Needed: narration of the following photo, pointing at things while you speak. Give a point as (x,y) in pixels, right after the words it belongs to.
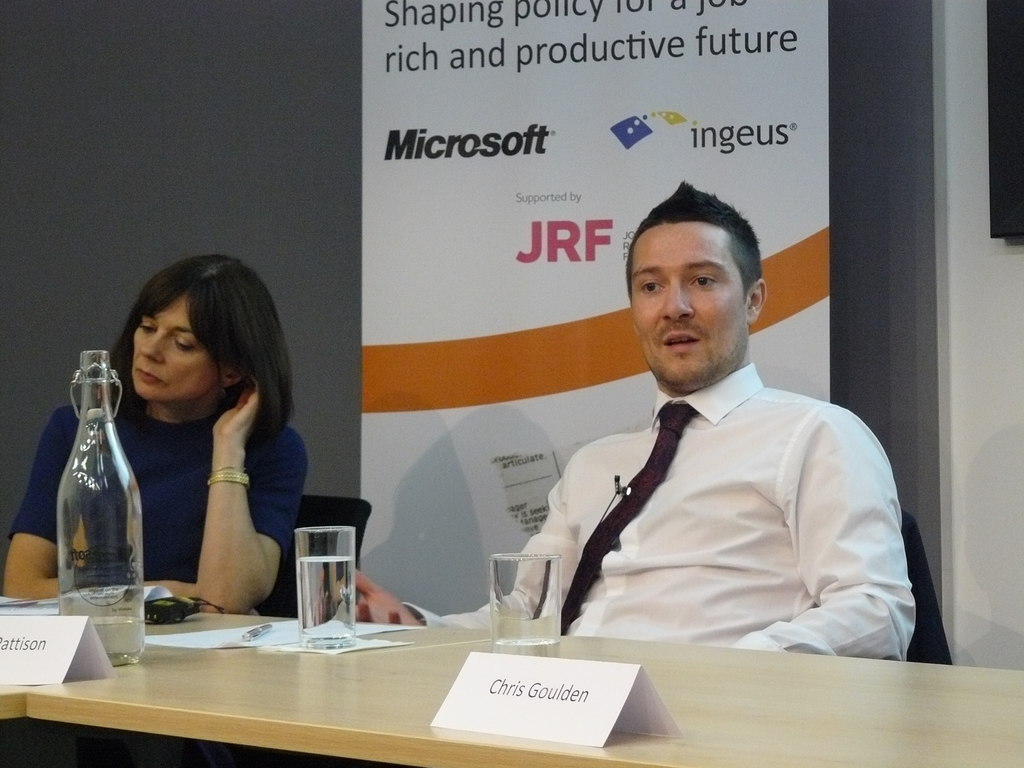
In this image there is a woman (228,482) sitting with blue dress (295,487) and there is a man (823,499) with white shirt (789,483) is talking. At the back (474,204) there is a hoarding (474,204), there is a bottle (125,505), glass (316,569), paper (332,652) and pen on the table (215,704).
